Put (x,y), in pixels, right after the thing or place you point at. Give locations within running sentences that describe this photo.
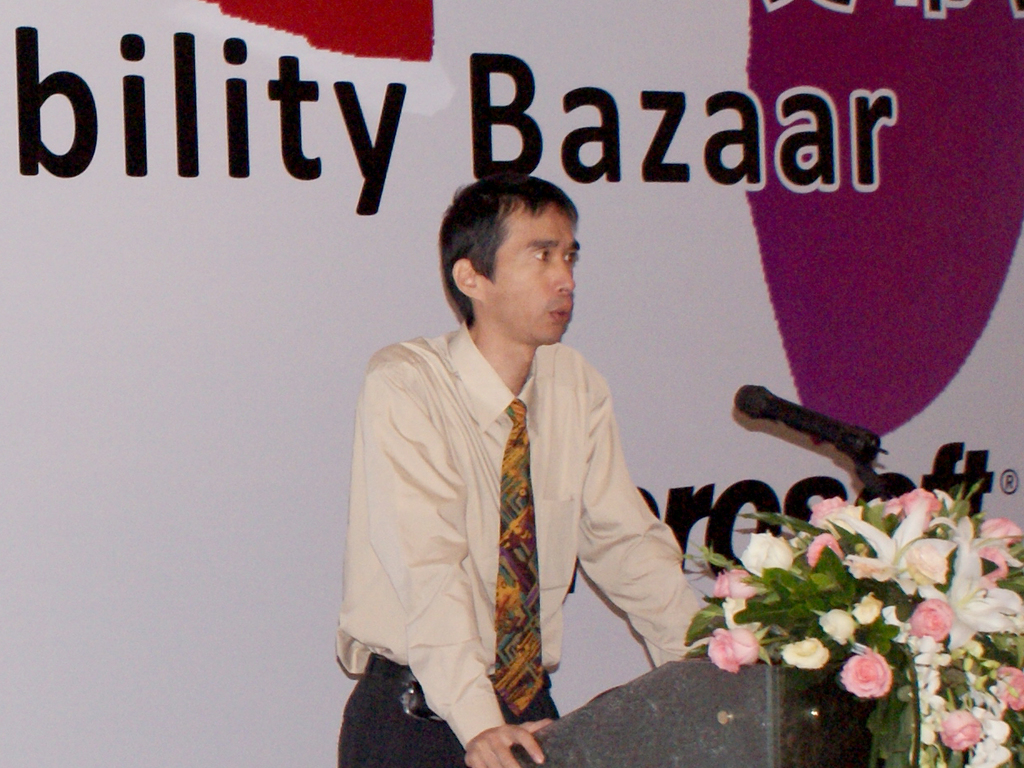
In the foreground of this image (529,475), there is a man (510,631) standing near a podium (742,698) on which few flowers (935,606) are placed and there is also a mic (790,420). In the background (454,87), there is a banner wall (293,207).
